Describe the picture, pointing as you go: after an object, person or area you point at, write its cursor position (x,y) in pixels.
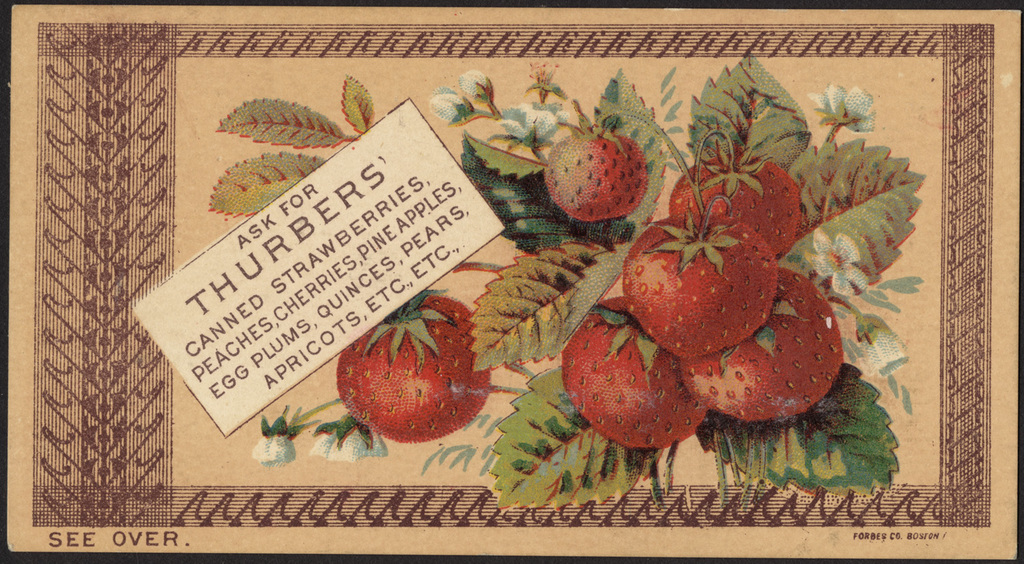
In this picture there is a poster (886,356). In that poster (828,292) I can see many strawberries (722,266) and leaves (639,211).
